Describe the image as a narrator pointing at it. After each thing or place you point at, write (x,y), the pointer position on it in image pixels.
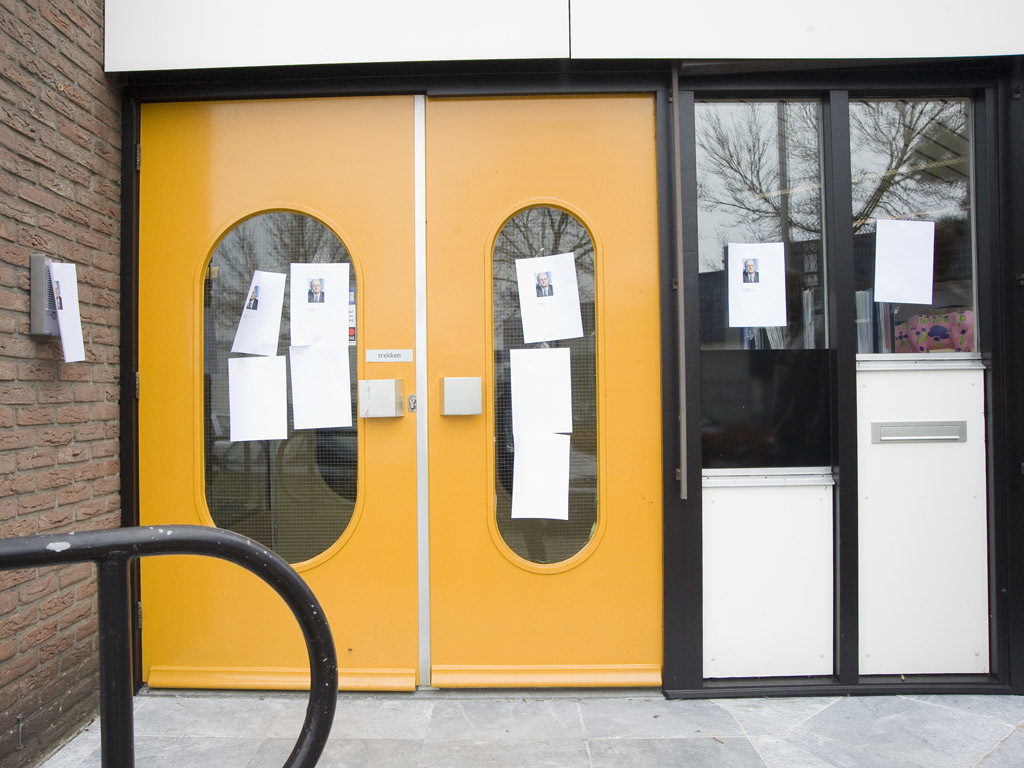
In this image we can see entrance doors (550,250) of a building (498,368) which are in yellow and white color and we can see some posters (271,431) are attached to it, on left side of the image (77,278) there is brick wall (25,386).
